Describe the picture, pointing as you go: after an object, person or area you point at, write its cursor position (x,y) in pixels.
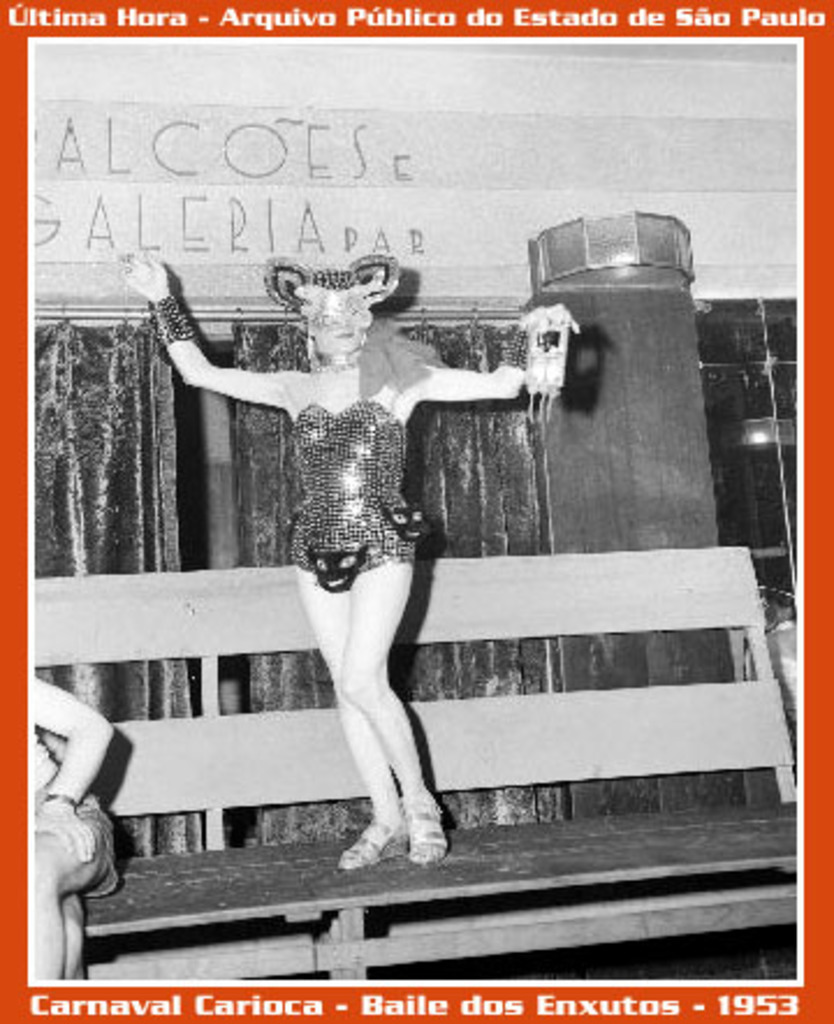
In the image we can see a poster (17,663). In the poster (383,816) a person (472,392) is standing on a bench (452,922). Behind her we can see a curtain (154,851) and wall (679,332).
